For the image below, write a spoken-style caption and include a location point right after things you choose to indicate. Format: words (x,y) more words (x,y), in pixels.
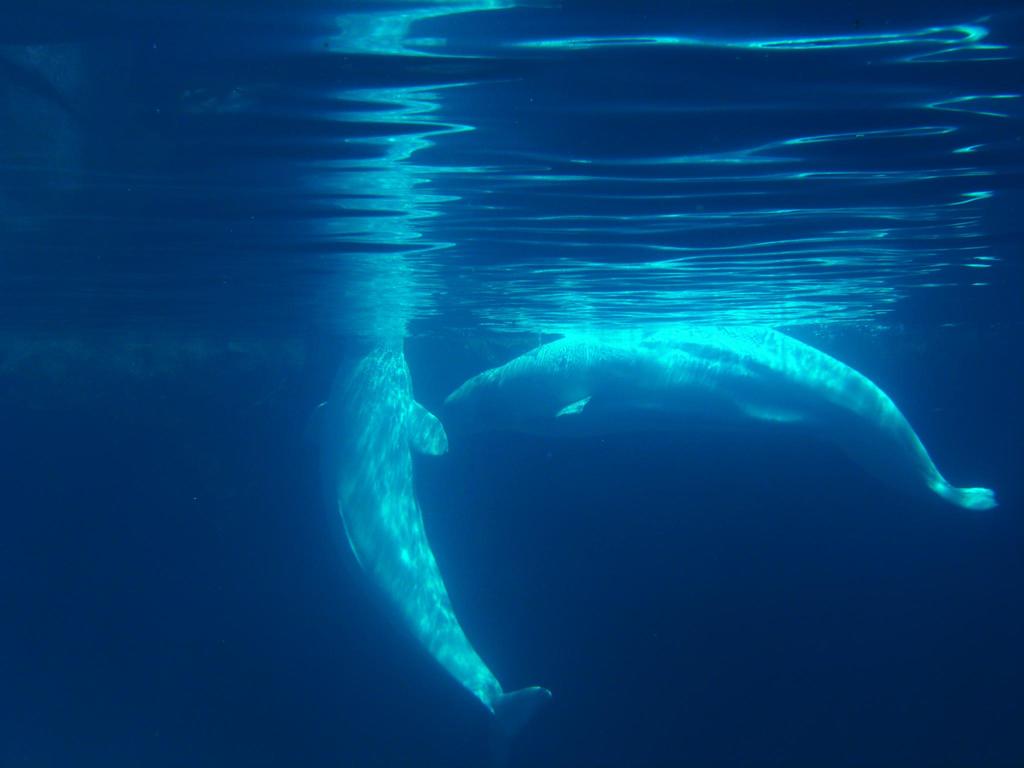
In this image there are two beluga whales (779,403) in the water (362,220).
